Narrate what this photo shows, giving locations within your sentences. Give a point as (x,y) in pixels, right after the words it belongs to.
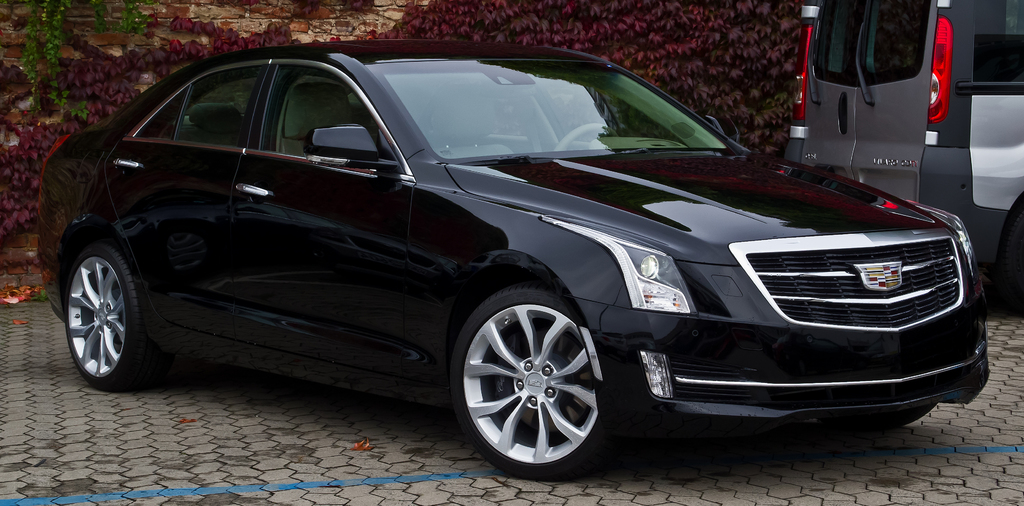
In this image I can see a vehicle (237,306) in black color, background (995,127) I can see the other vehicle (880,143) in black and gray color and I can see few plants (31,74) in green color.
